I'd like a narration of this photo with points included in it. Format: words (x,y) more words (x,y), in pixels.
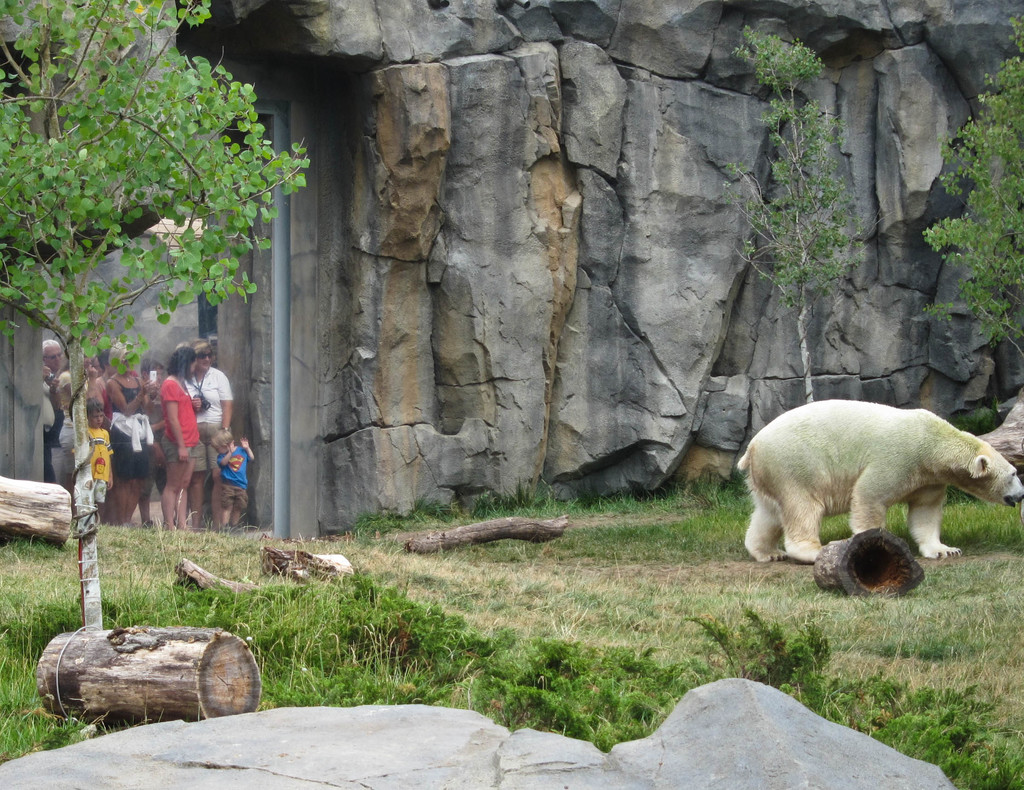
In this picture we can see a polar bear (865,478), wooden logs (59,495), trees (80,416) on the grass (875,614) and in the background (202,406) we can see a group of people (105,361), rocks (433,314).
